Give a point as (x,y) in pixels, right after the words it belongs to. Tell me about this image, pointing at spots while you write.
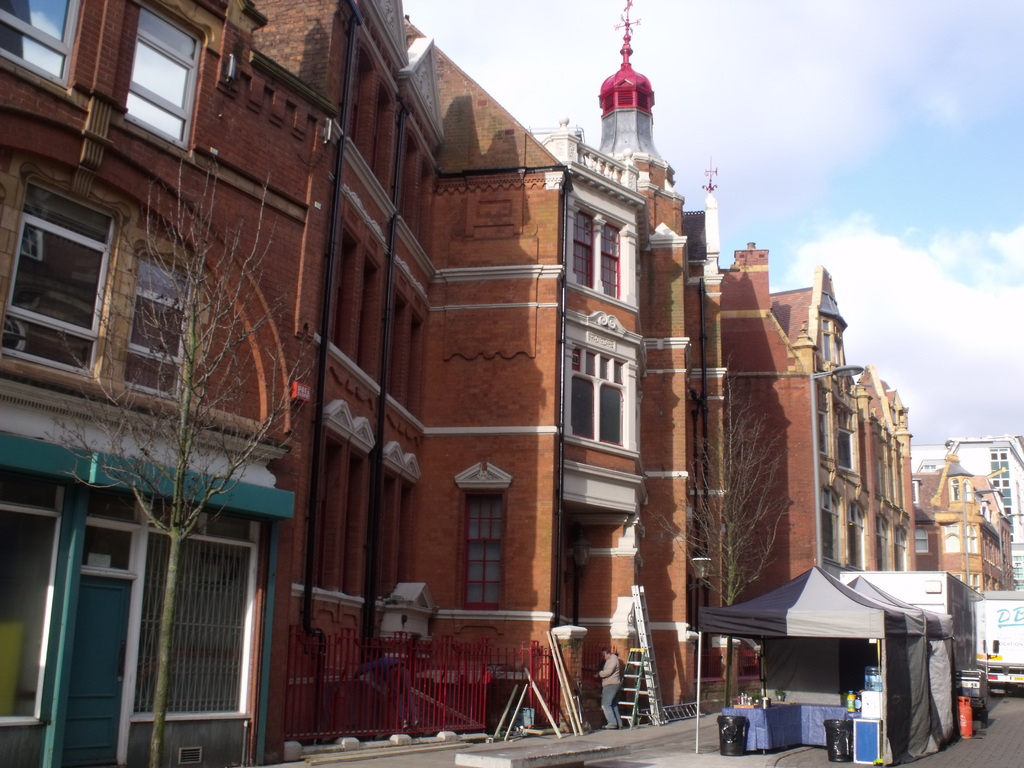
This picture is clicked outside. On the right (877,635) we can see the tents (889,630) and the vehicles (966,635) and a cylinder like object (961,708) is placed on the ground (971,738), we can see the tables (839,717) on the top of which some objects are placed and we can see some objects (832,731) are placed on the ground (658,728). On the left (332,675) we can see the ladders (636,677) and a person (610,682) standing on the ground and we can see the buildings (462,674), trees (194,285) and the metal rods (439,669) and the bamboo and some other objects (524,710). In the background (904,119) we can see the sky (887,290) with the clouds (795,145) and we can see the dome (640,91) and the buildings (951,523).
